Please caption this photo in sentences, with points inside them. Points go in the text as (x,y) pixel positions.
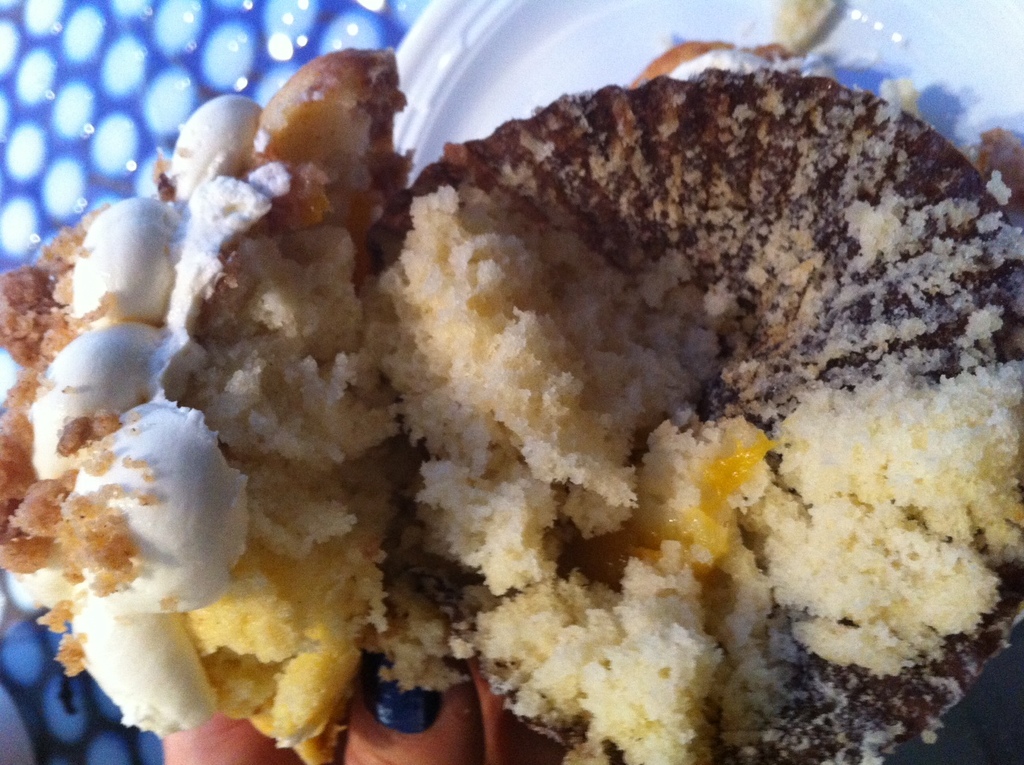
In the picture I can see some food (406,589) is kept on the white color plate (488,80). Here I can see a person's fingers (226,742). The left side of the image (126,752) is in blue color.
